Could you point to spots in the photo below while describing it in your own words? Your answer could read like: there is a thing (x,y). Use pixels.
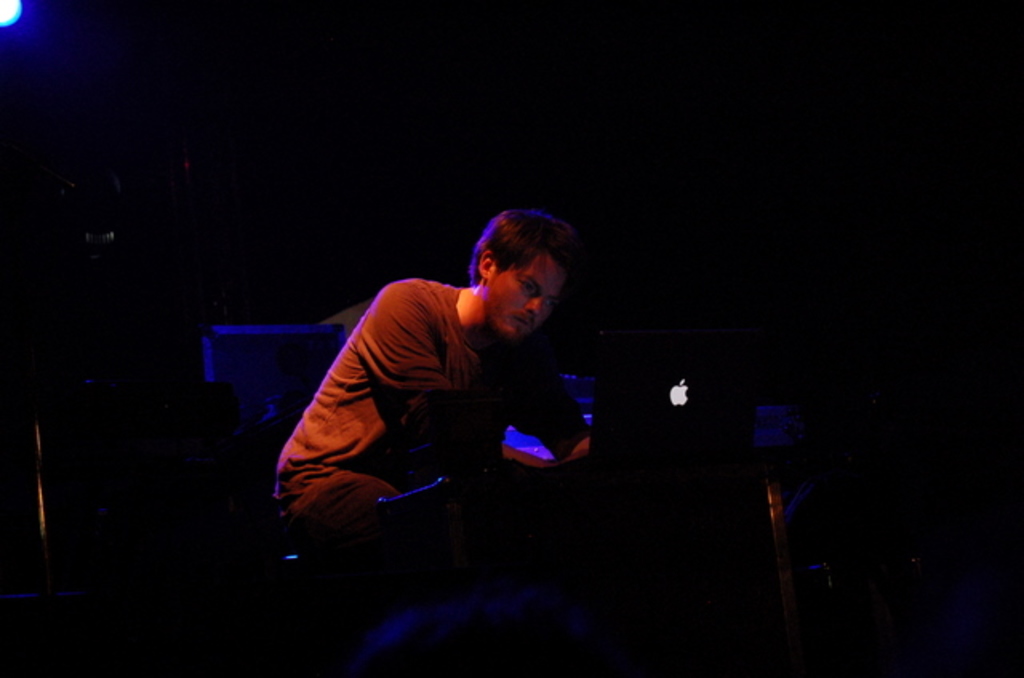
In the center of the image (390,335) we can see a man (448,464) sitting in front of the table (501,514) and on the table (690,472) we can see an apple laptop (655,371). We can also see another laptop (293,381) in the background (277,377). Image also consists of a light (6,19) and the background of the image (25,365) is in black color.
